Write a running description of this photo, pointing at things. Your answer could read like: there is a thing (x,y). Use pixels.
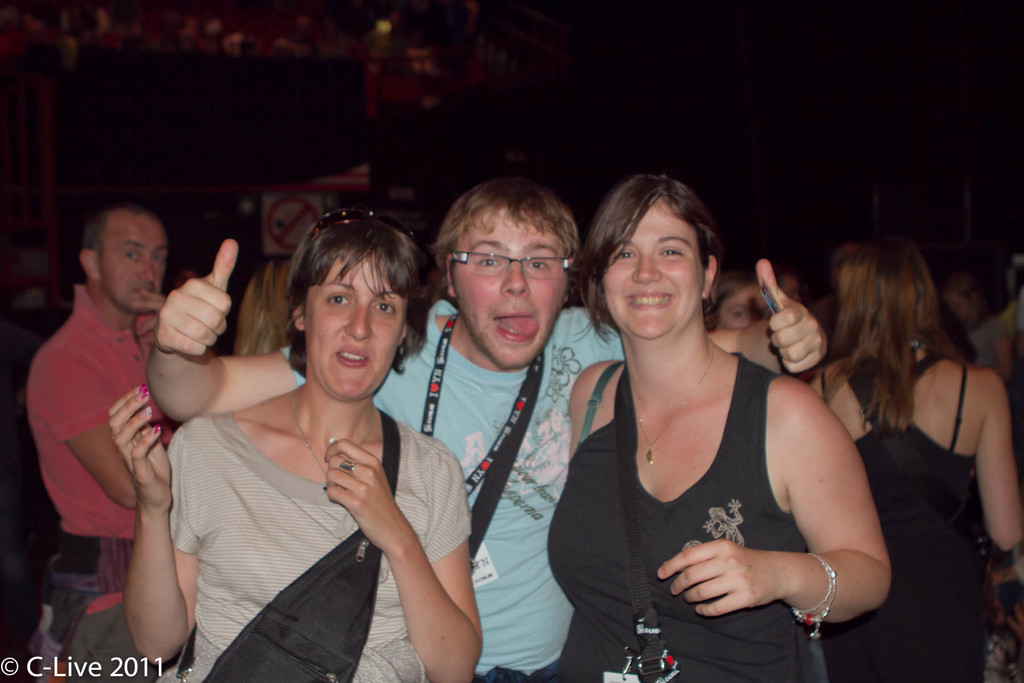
In this image I can see number of people (415,351) are standing. In the front (485,336) I can see one person (526,234) is wearing specs (538,270). In the background (275,253) I can see a sign board (286,220) and on the bottom left side (23,673) I can see a watermark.
